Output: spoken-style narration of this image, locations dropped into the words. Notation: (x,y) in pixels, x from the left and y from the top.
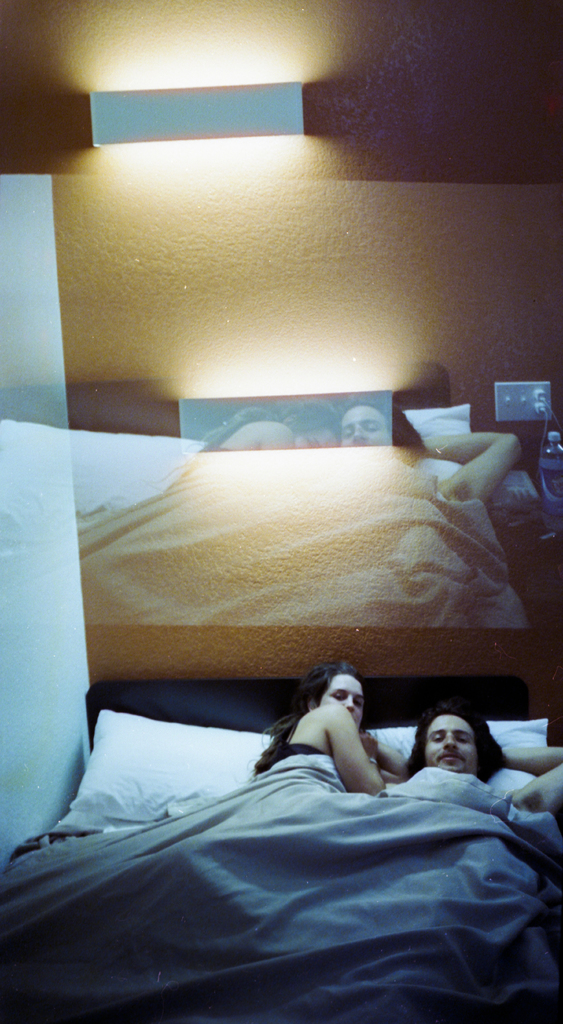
In this picture two people (297,736) are lying on a grey bed (317,802) and there is portrait (211,466) on to the wall (165,149). There is also a white light (162,142) fitted to the wall (186,194).
